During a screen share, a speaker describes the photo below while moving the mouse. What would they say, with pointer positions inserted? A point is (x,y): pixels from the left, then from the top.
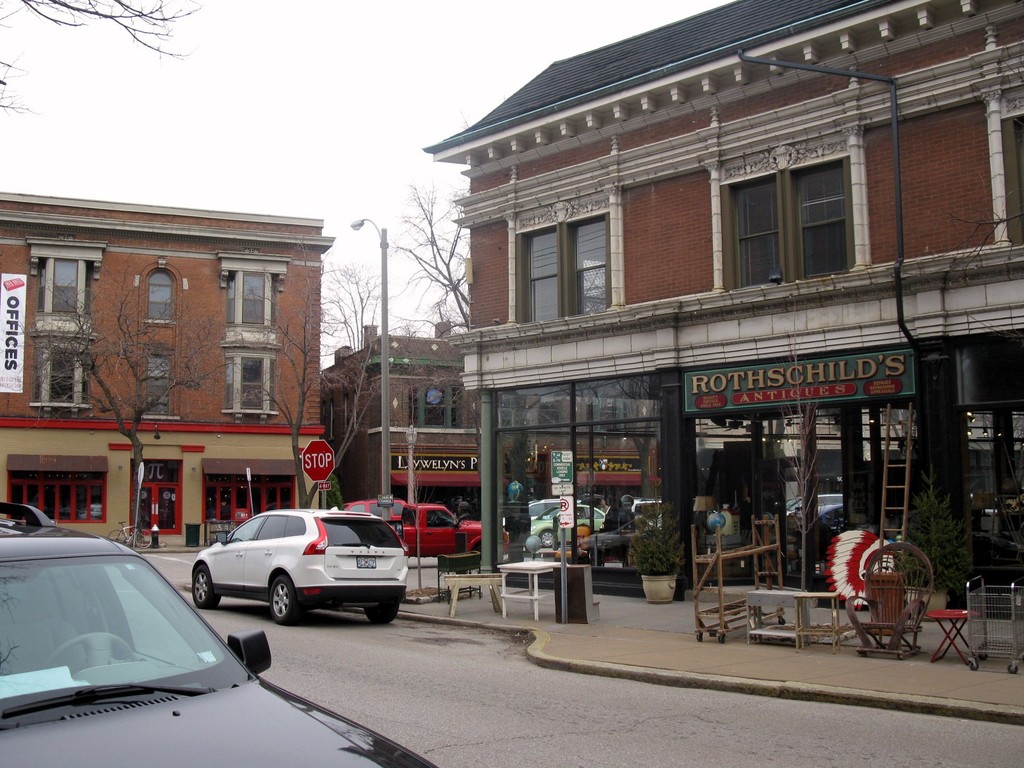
At the bottom of the image (236,558) on the road (342,666) there are vehicles (253,576). Behind the road (405,668) on the footpath (531,601) there are tables (769,597), chairs (872,605), potted plants (660,584), poles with lights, sign boards (554,486) and also there is a ladder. And in the image there are buildings (573,341) with walls (701,303), windows (248,283) and glass doors (153,498). And also there are stores (631,495) with name boards (714,378) and glass walls (893,440).
